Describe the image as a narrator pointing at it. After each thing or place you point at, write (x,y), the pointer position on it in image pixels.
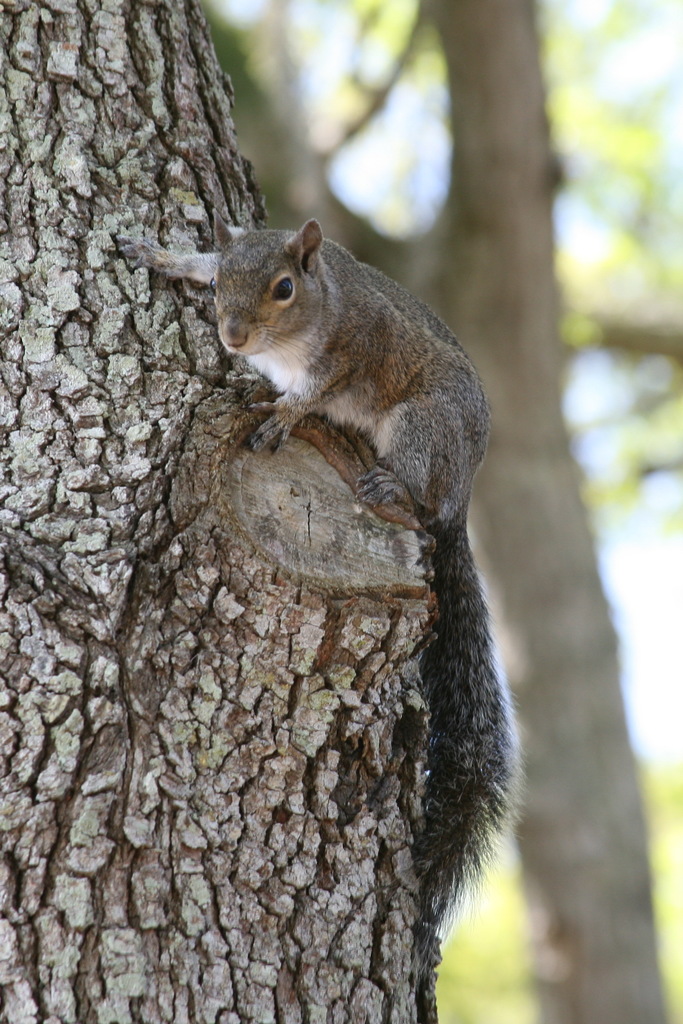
Background (476,114) portion of the picture is blurry and we can see a tree trunk (507,119). In this picture we can see a squirrel (460,590) on a branch (52,139).
